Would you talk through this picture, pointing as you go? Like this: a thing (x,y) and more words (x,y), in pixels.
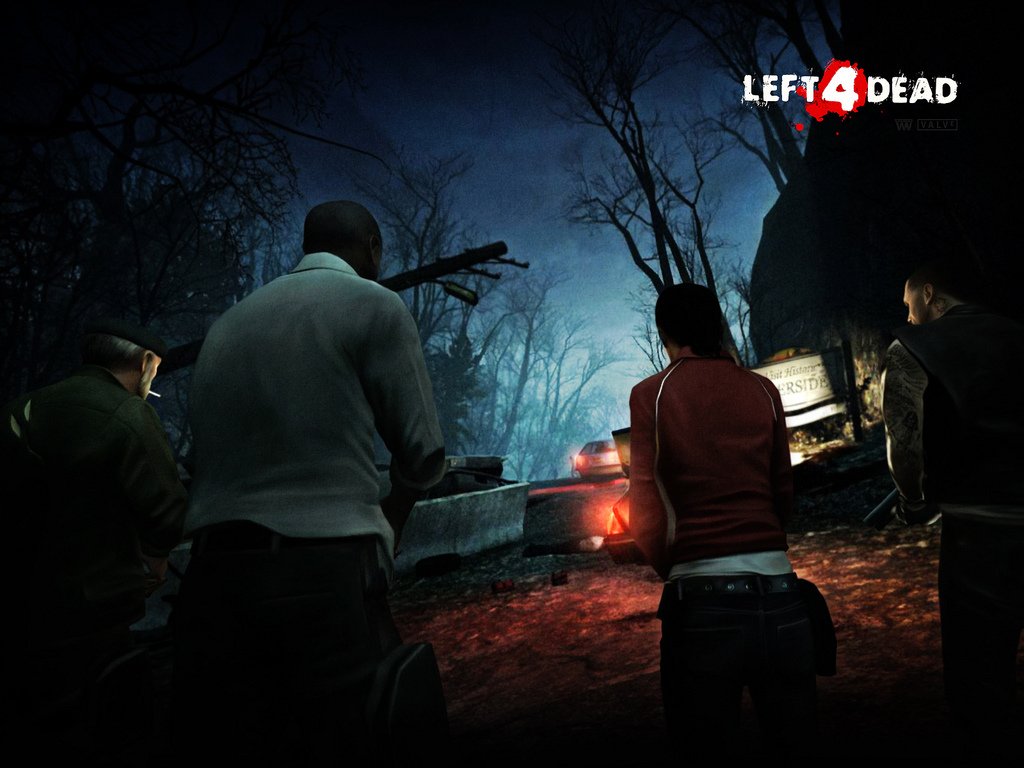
This is an animated picture where we can see these people (948,346) are standing here, we can see a vehicle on the road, we can see the wall (836,263), trees (787,268) and the dark sky (588,248) in the background (611,335).
